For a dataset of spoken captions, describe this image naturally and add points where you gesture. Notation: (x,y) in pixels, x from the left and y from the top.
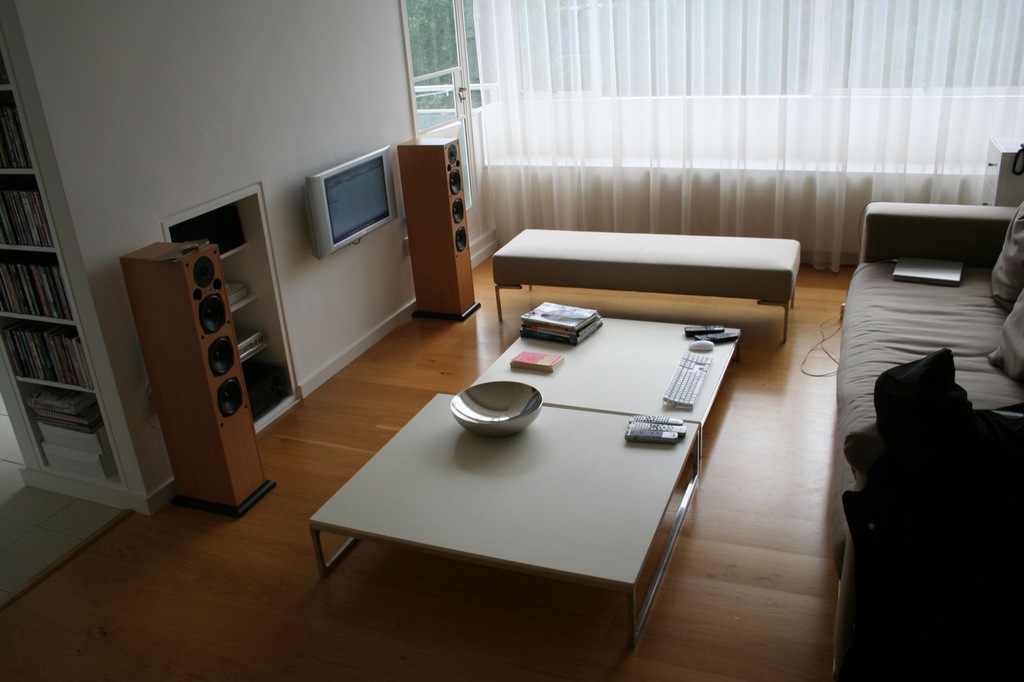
This is the place where we have a sofa set (923,248) and in front of it there is a table (602,343) on which we can see a bowl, remotes (647,432), keyboard (675,378) and a mouse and to the other wall (302,225) there is a screen (335,199) some speakers (425,173) and to the other wall (547,141) there is a curtain (685,109) and also to the left side (40,350) we can see a shelf (11,189) in which the books (24,199) are been placed.
